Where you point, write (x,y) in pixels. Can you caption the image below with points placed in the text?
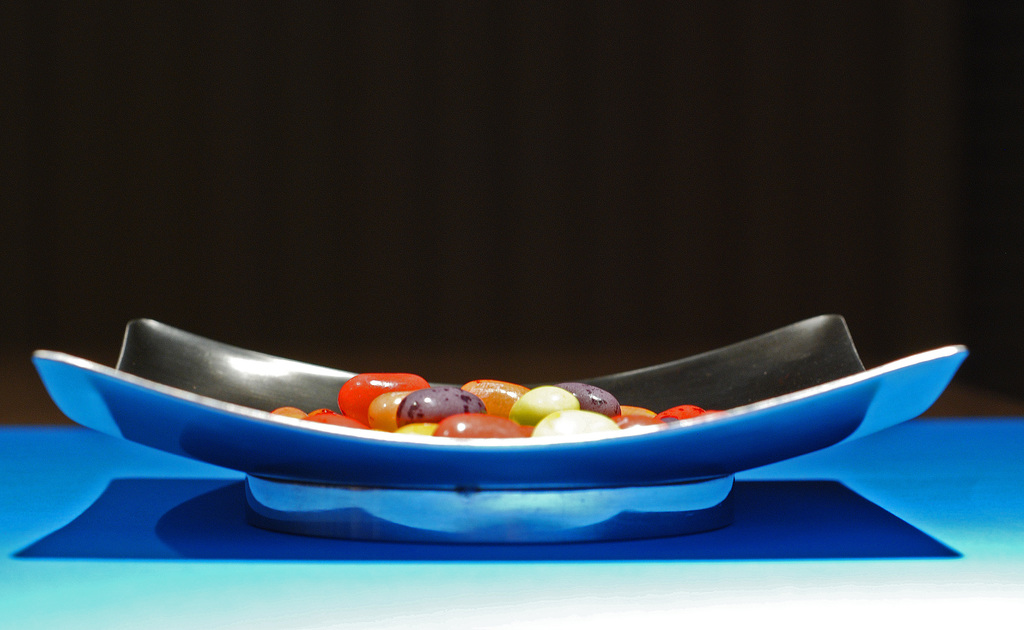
In this image, in the foreground (810,362) we can see there is a bowl (800,352) and something is present inside of this bowl (820,352) and the background (685,155) is black.
